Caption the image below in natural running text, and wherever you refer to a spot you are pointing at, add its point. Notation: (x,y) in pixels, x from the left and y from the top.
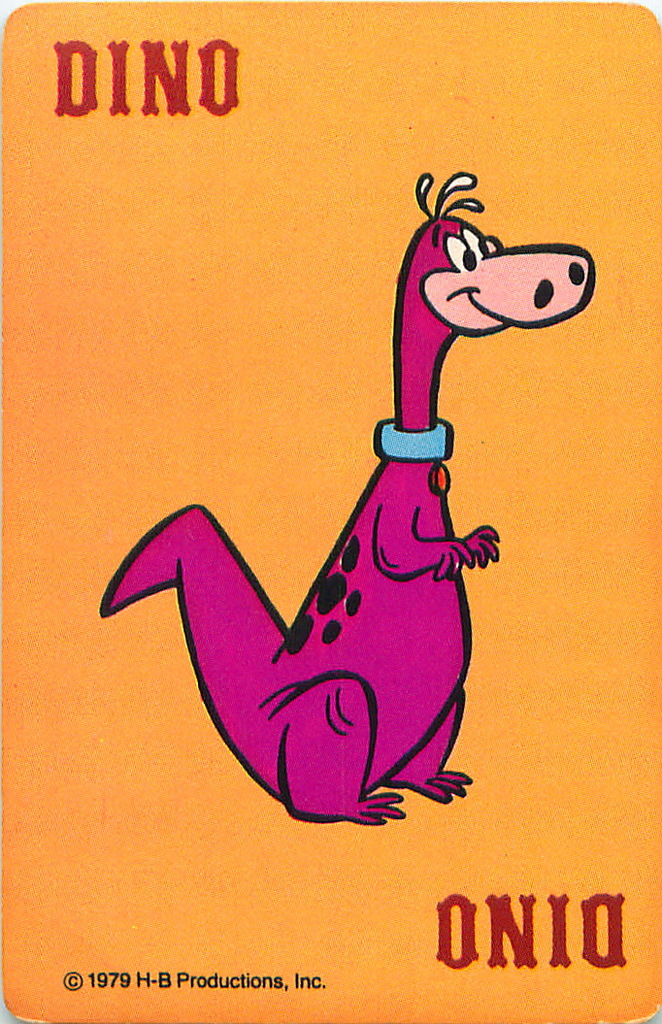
This is a poster (186,850), on this poster (189,822) we can see an animal (247,679) and some text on it.
